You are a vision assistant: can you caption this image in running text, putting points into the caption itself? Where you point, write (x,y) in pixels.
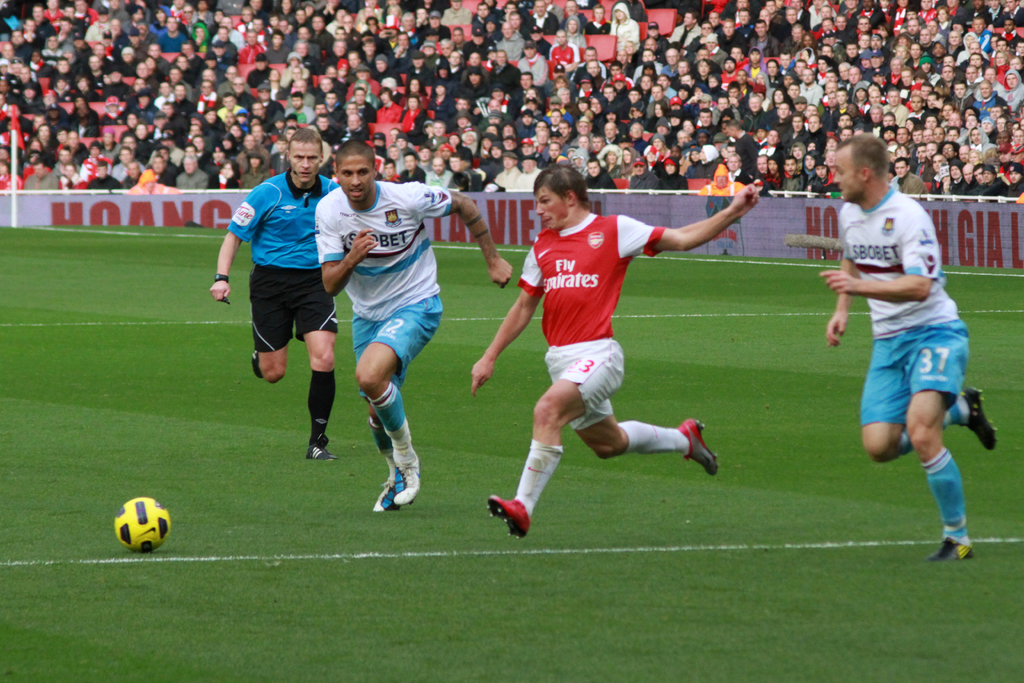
In the middle of the image (369,232) few people (947,517) are running. Behind them there is fencing (973,232). At the top of the image (656,187) few people (589,187) are sitting and standing in the stadium (55,65). At the bottom of the image (982,536) there is grass (107,487) and there is a football (123,542).
